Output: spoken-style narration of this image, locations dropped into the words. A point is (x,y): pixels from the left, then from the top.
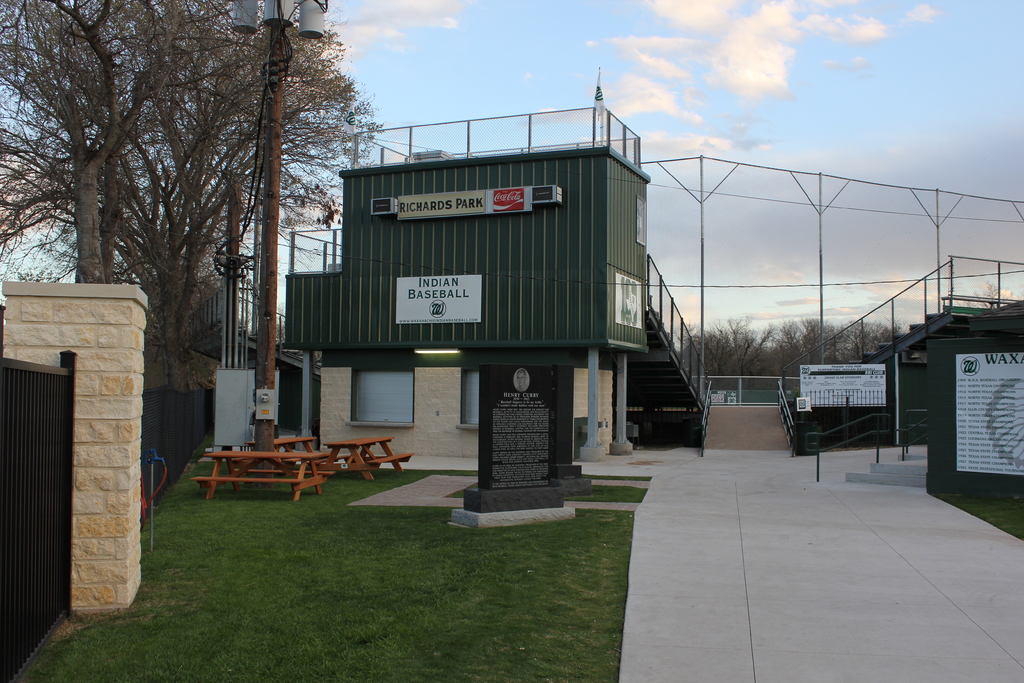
In this image in the center (597,278) there are buildings (309,303), and also we would see a staircase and some boards (969,403). On the left side of the image (156,419) there is a railing (39,503) and wall (101,513) and some benches (312,451), at the bottom (492,601) there is grass (621,580) and walkway (654,500). And in the background (267,292) there are trees (731,330) and also there are poles (262,265) and street lights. At the top of the image (528,88) there is sky (456,75).
